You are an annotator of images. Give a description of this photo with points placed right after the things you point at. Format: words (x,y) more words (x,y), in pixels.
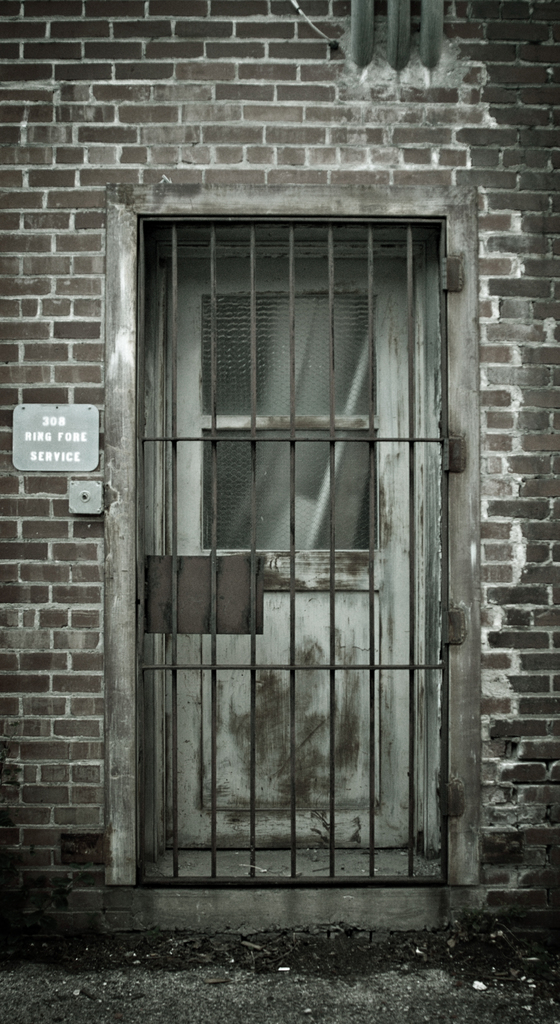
There is a metal gate (291,662) in the center of the image (301,646) and a door (266,494) behind it, there are pipes (355,41) at the top side (390,41) and a number plate (75,444) on the left side (46,447).
